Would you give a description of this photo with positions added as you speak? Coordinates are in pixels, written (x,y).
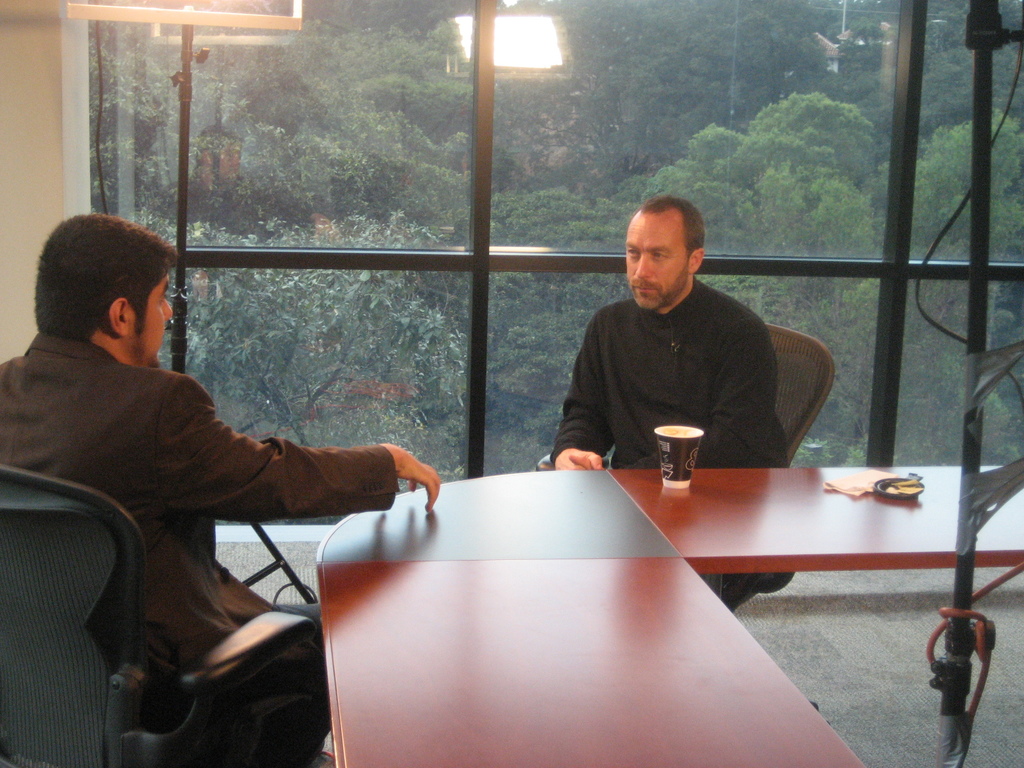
This is an inside view. Here I can see two men (680,380) are sitting on the chairs (198,763) and looking at each other. On the right side (908,500) there is a table (668,537) on which a paper (849,493) and a glass (662,463) are placed. At the back of these people (712,368) there is a glass (348,164) through which we can see the outside view. In outside I can see many trees (282,191). Beside the glass (310,111) there is a pole (182,65).
